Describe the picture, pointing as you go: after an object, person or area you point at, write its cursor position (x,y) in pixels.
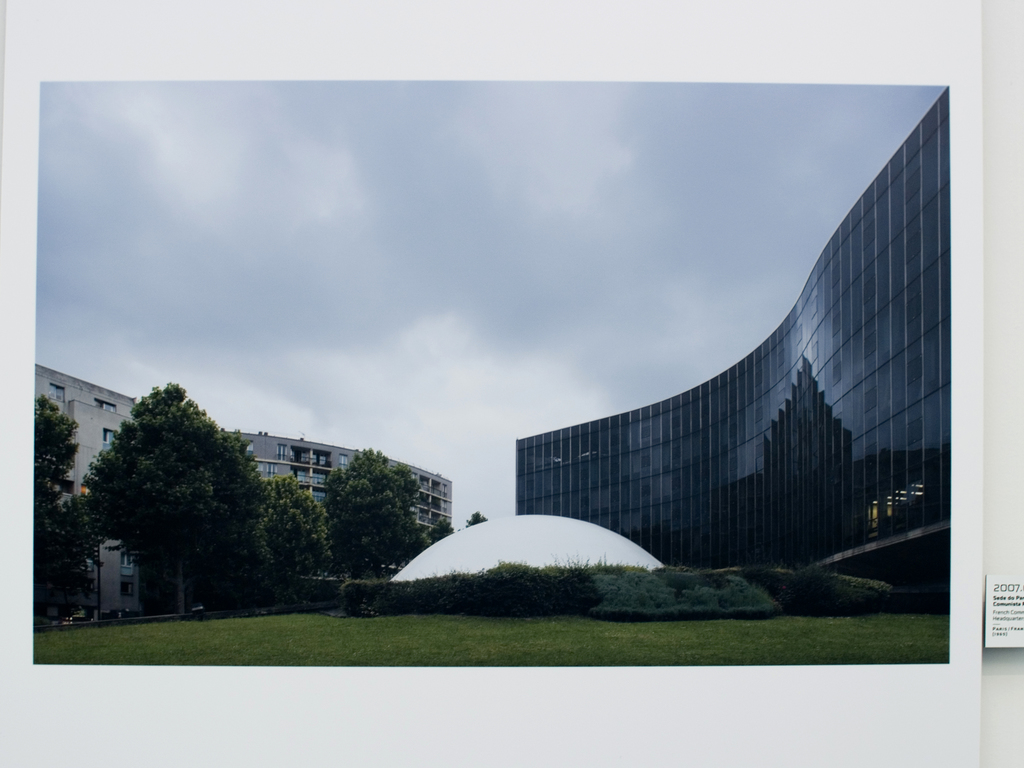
Here in this picture we can see a photograph (826,623) present on a wall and in that we can see buildings (795,494) with number of windows (791,432) present over there and in the front (610,533) we can see an architectural structure (610,536) present and we can see the ground (234,623) is fully covered with grass (383,643) and we can see plants (581,580) and trees (235,511) present and we can see the sky (379,379) is cloudy.
